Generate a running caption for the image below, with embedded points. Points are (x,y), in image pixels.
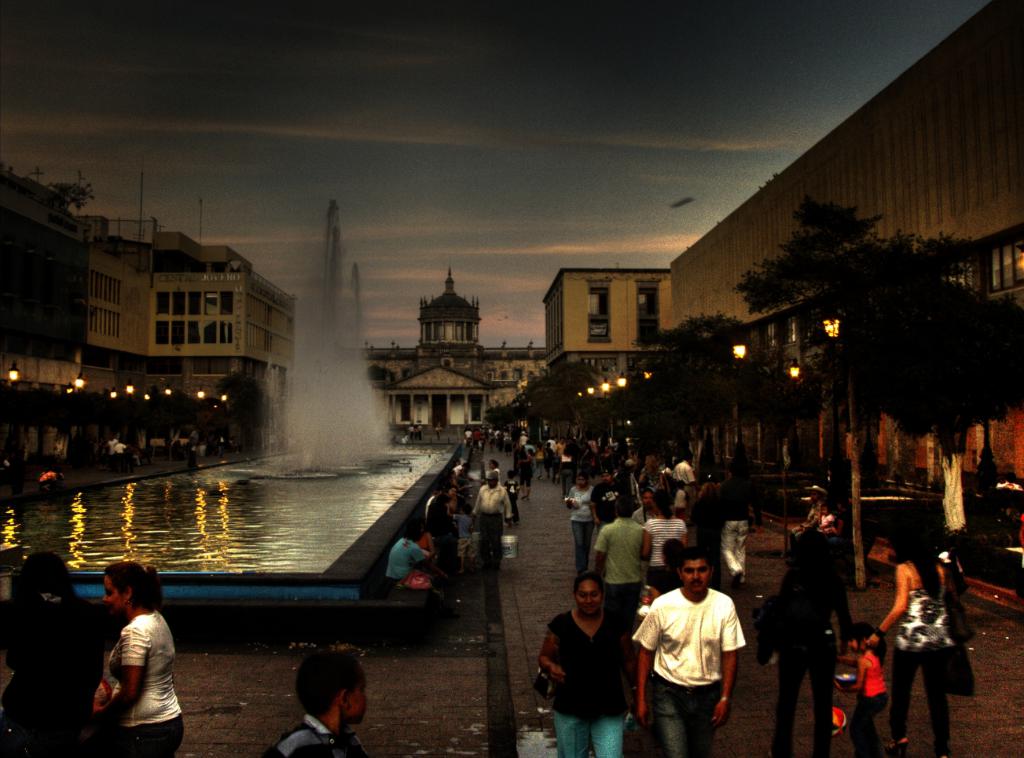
People (730,556) are present. There are trees (53,417), fountain (314,377), lights (82,385) and buildings (229,341).
